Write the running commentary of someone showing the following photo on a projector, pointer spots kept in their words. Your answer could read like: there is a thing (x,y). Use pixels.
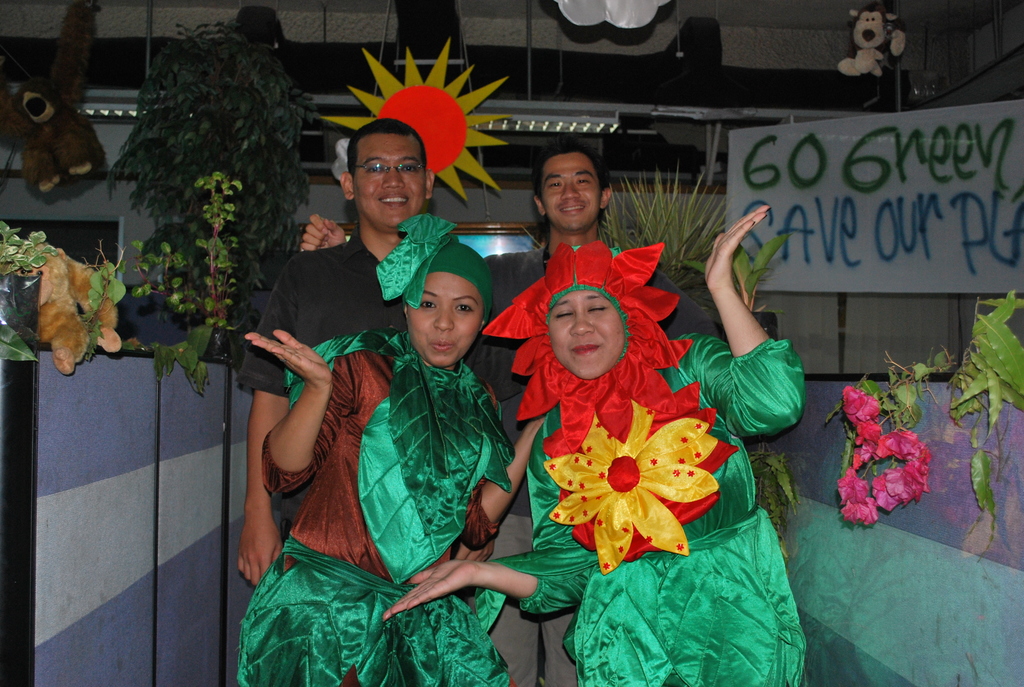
In this picture I can see two women (498,425) wearing the costumes (594,552), behind them two men (564,219) are smiling. there are plants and dolls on either side of this image.
